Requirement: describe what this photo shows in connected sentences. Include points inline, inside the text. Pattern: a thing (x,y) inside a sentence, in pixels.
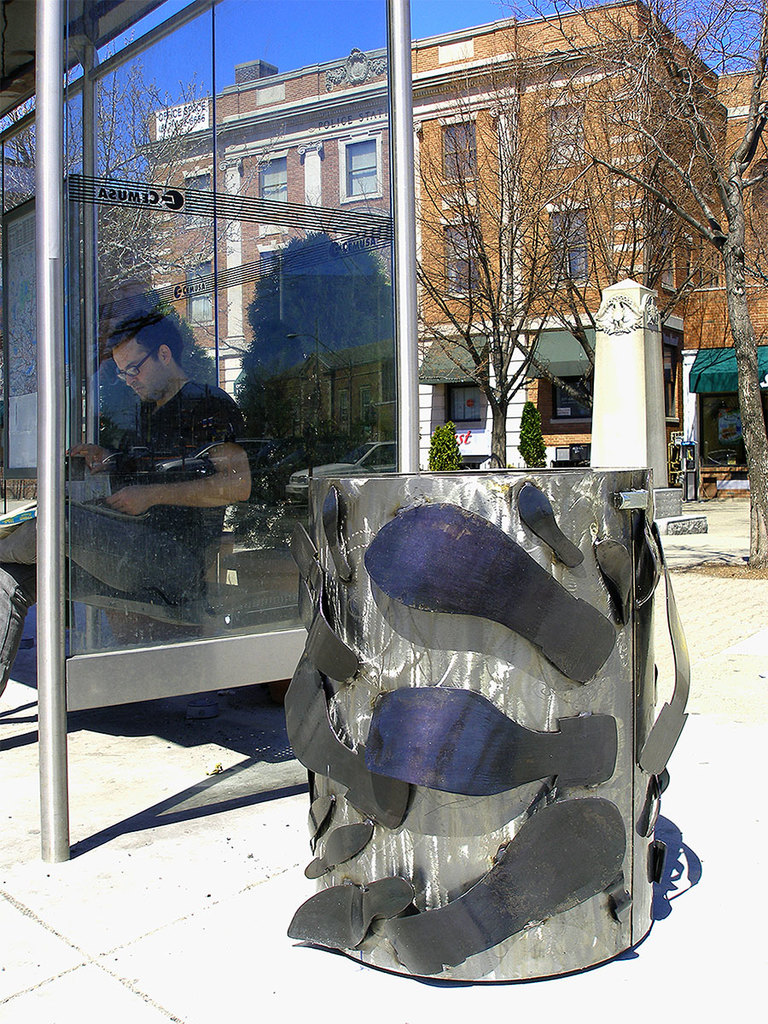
There is a bin (475,733) with some art (561,621) on that. near to that there is a glass shed (248,379). In that a person (187,542) is sitting. In the background (380,112) there is a building (346,124) with windows (468,170). Also there are trees (593,358) and a pillar (640,360). In the background (232,35) there is sky (239,45).
